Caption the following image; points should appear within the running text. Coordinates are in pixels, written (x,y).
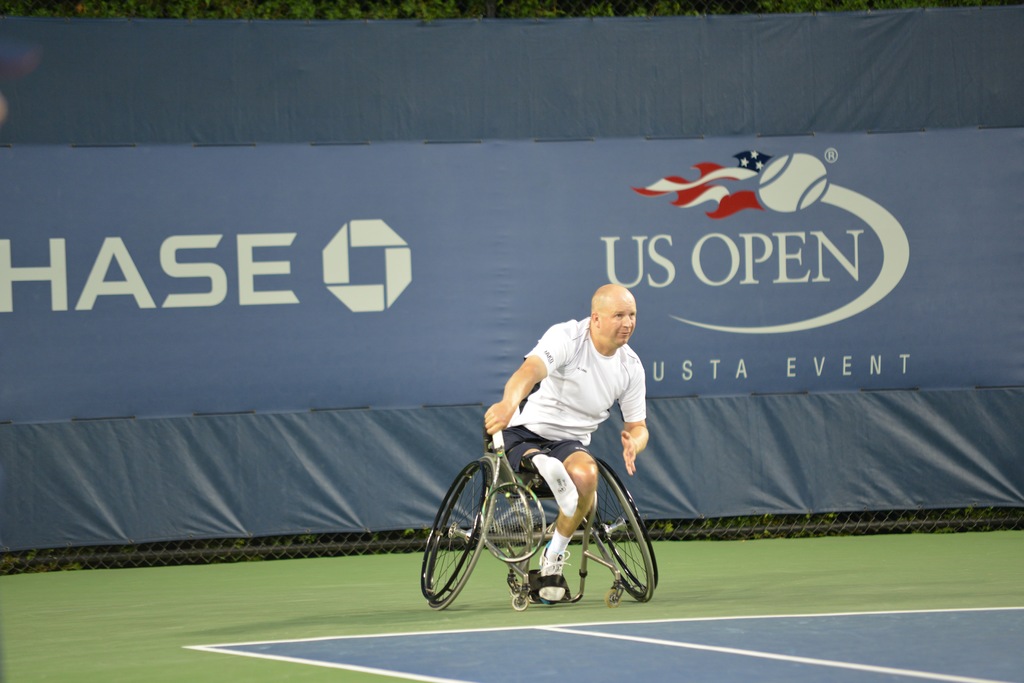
In the middle (542,410), a person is sitting on the wheelchair (622,511). The background (45,69) is covered with curtain (520,223) of grey and blue in color. At the bottom (315,568), green color pitch (388,568) is there. On the top (168,6) trees (168,6) are visible. This image is taken on the ground (321,663).
